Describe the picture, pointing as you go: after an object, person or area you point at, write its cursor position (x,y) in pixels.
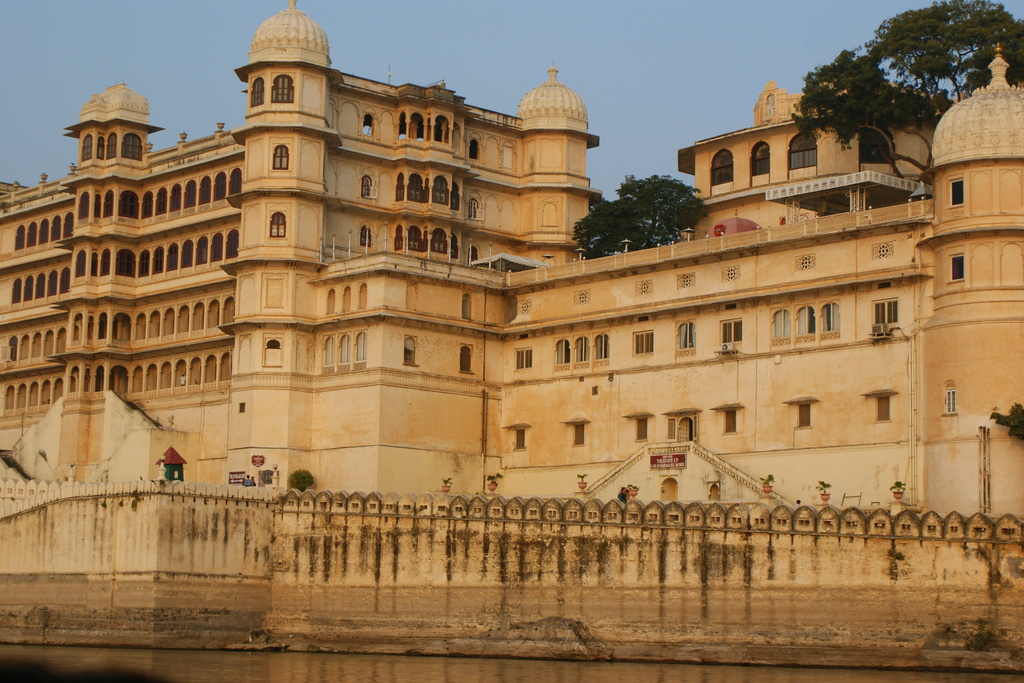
This is an outside view. At the bottom of the image (214,665) I can see the water (199,672) and there is a wall (418,613). In the middle of the image (487,232) there is a building (486,297). At the top (638,215) there are few trees (673,181). At the top of the image (516,36) I can see the sky (474,43).
